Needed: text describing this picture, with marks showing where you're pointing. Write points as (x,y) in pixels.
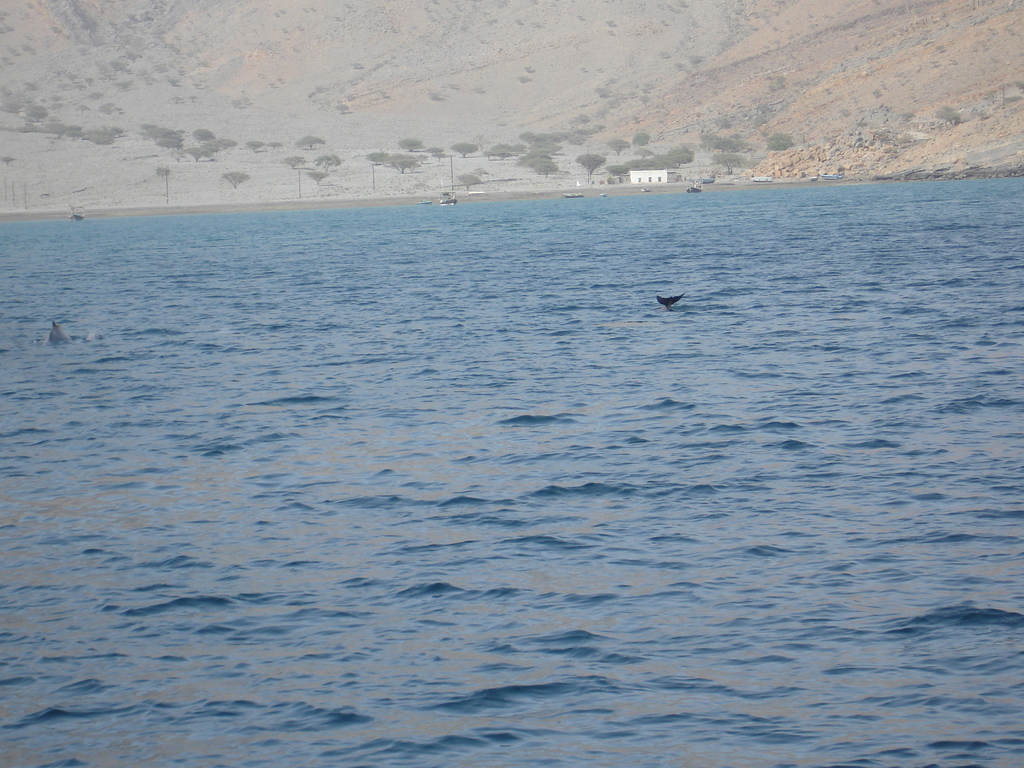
In this image there are boats (692,189) sailing on the surface of the water (674,212). There is a house (648,182) on the land (527,146) having trees (729,154). Background (913,29) there are hills (509,47).
